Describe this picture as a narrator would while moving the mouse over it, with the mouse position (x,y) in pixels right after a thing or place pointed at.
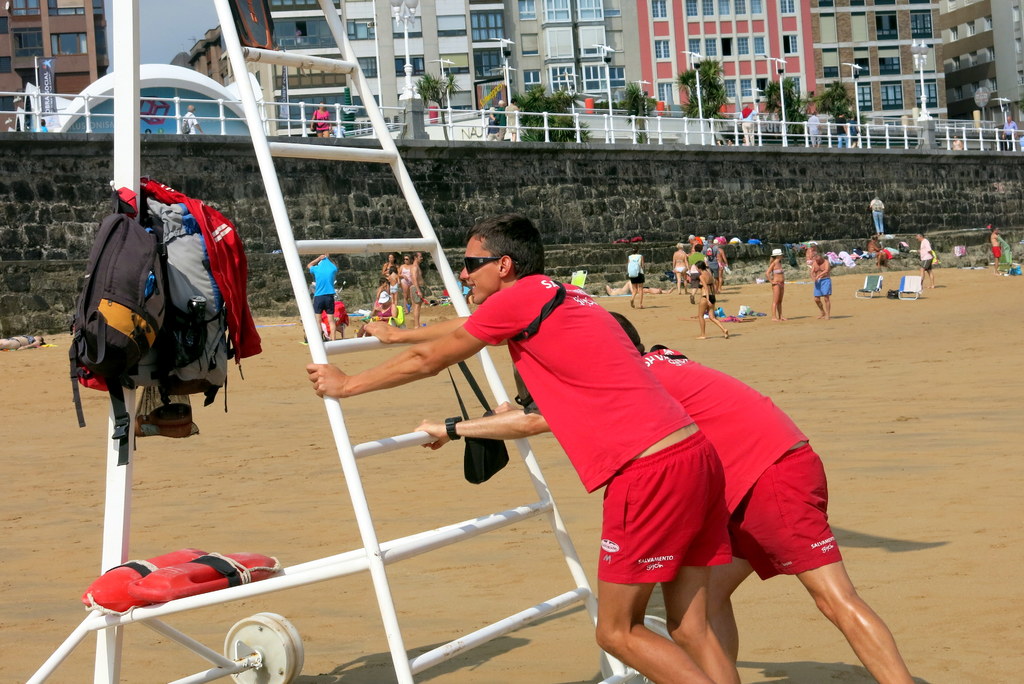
In this image there are two men (718,439) with red t shirts (716,425) and red shorts (733,528) and holding the ladder (491,378). Image also consists of bags (129,334), trees (718,96) and also many buildings (77,53) and poles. At the bottom (910,492) there is soil (978,548). In the background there are few people (999,250). There are also chairs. Fence (529,138) and wall (623,210) is also visible in this image.
